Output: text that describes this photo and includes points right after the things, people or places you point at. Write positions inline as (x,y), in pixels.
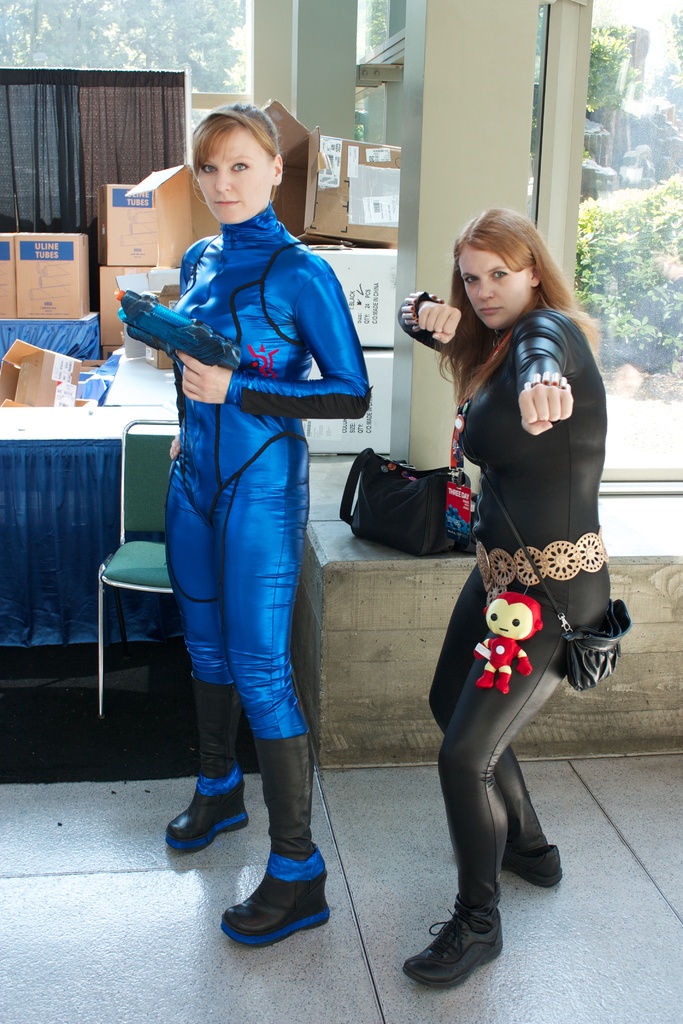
In the center of the image (240,528) we can see women (281,827) standing on the floor (450,1011). In the background (450,184) we can see boxes (4,303), pillars (523,169), windows (627,242), plants (606,218) and trees (153,28).
